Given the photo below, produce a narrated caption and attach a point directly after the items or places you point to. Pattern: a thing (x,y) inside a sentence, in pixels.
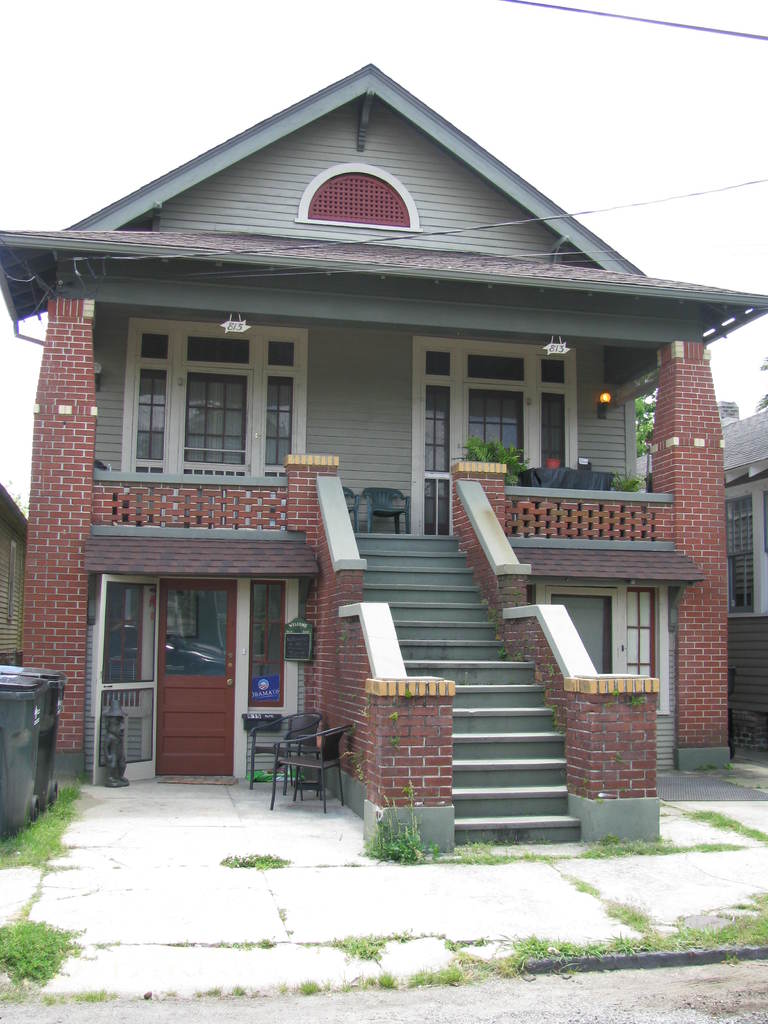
In this image there is a building (315,510). This is the staircase (467,628). Here there are two chairs (283,746), few more chairs (367,504) are here also. Here there are dustbins (44,725). On the ground (23,923) there are grasses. These are few plants (627,483). The sky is clear.
